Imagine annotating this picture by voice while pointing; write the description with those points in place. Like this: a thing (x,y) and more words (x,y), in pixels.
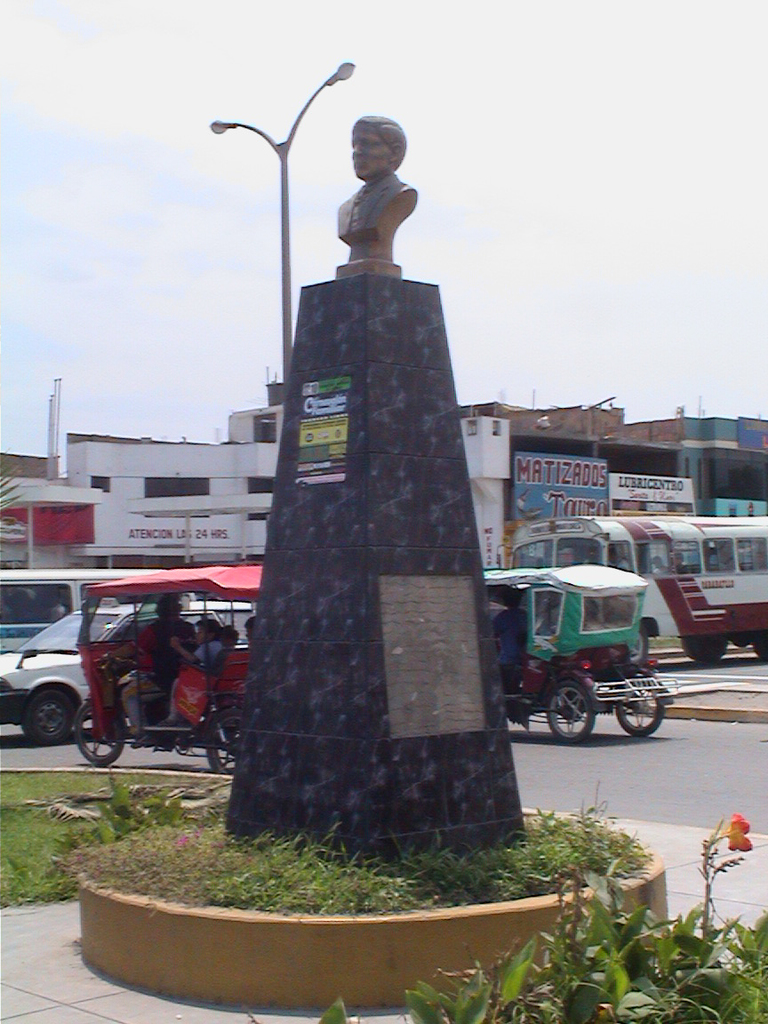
This picture is clicked outside. In the foreground (592,861) we can see the plants (672,979), flower (743,829) and the green grass (64,788) and we can see the sculpture (377,164) of a person (371,151) and we can see the lights (345,73) attached to the poles (255,129). In the background (218,551) we can see the sky (628,139), buildings (46,520), text (577,481) on the hoardings (535,502) and we can see the group of vehicles (188,617) seems to be running on the road (659,785) and we can see the group of persons (223,646) sitting in the vehicles (590,616) and we can see many other objects (278,554).
